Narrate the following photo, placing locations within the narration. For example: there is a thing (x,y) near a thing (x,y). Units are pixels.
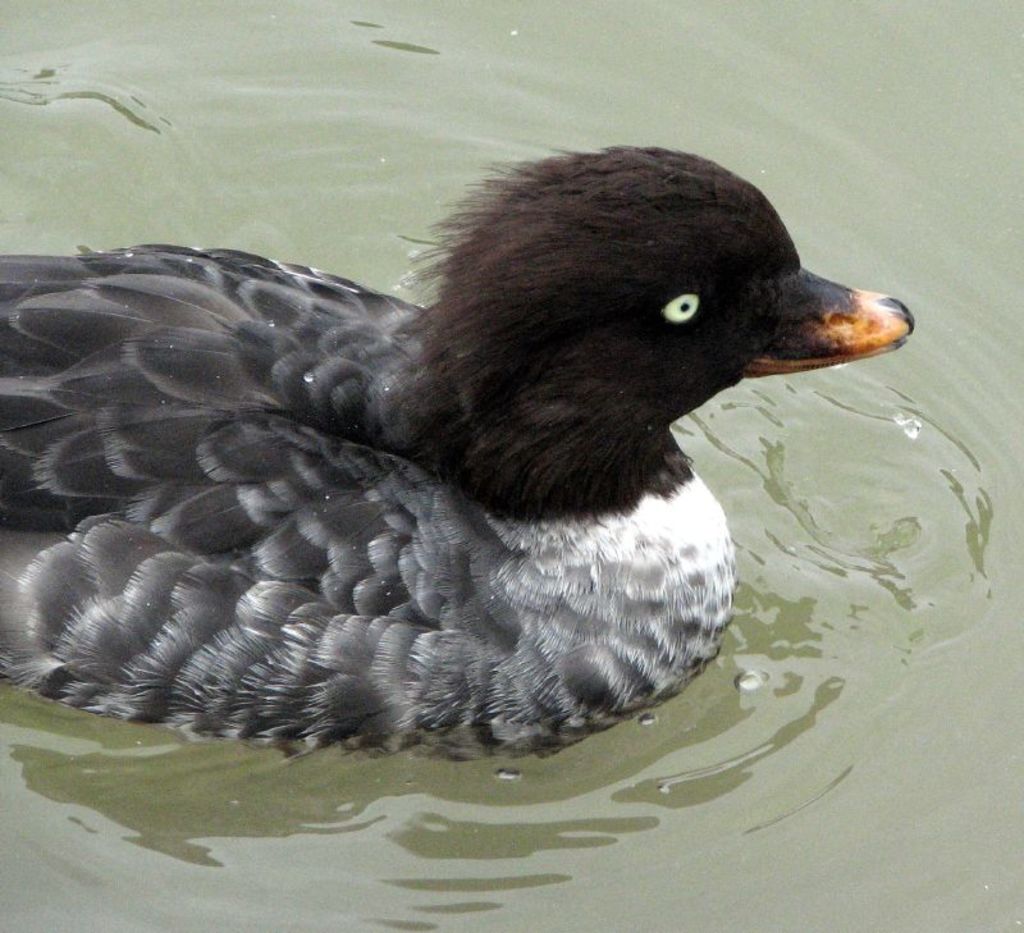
In the picture we can see a duck (137,481) in the water (187,52) and the duck (476,315) is black and some parts (677,636) of white in color to it.
